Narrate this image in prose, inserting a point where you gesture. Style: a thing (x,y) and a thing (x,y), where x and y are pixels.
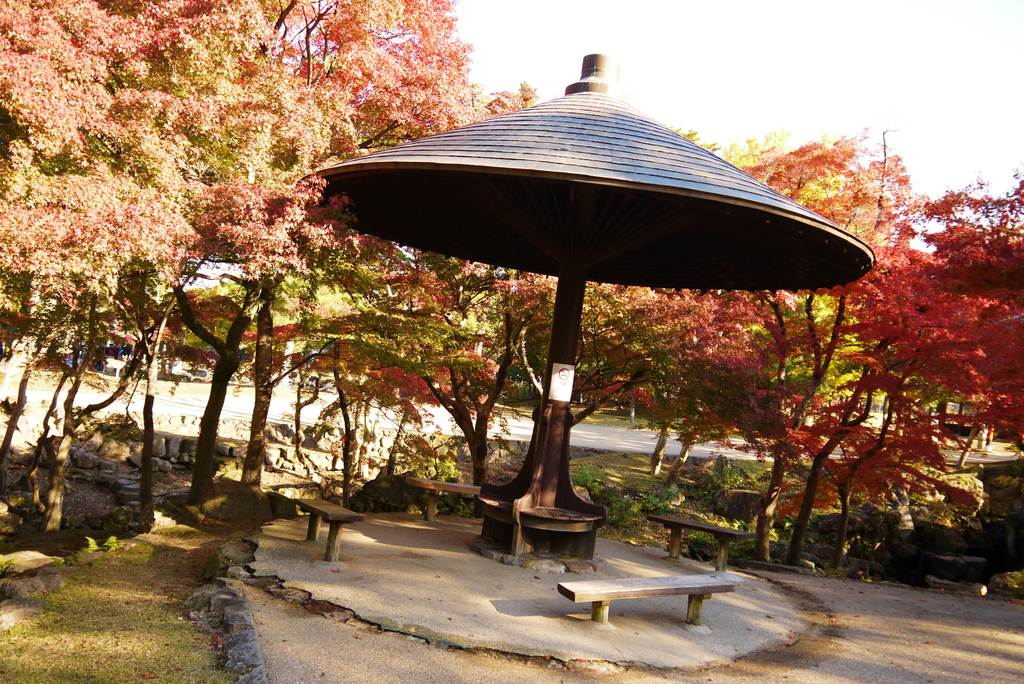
In this image we can see some benches (675,590) placed under a roof (704,252). In the background (294,460), we can see a group of trees (1006,399), stones (328,460) and the sky (736,48).
